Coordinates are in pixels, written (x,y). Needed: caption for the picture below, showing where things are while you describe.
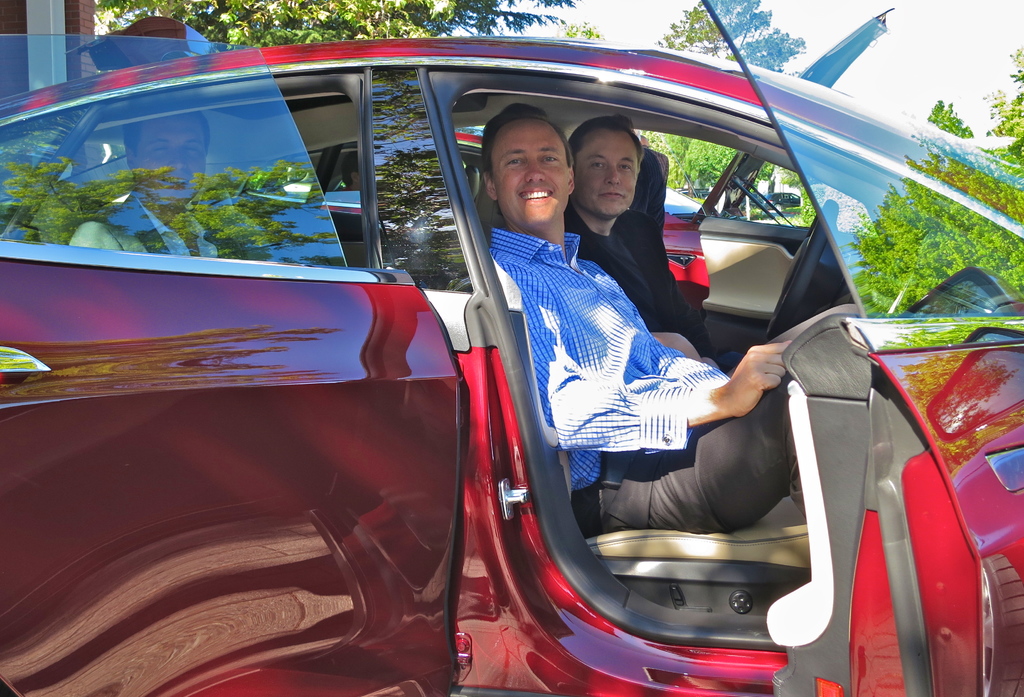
In the image there are three men (192,166) sitting inside a car (728,198) and posing for photo and behind the car (563,61) there are trees (716,52).
